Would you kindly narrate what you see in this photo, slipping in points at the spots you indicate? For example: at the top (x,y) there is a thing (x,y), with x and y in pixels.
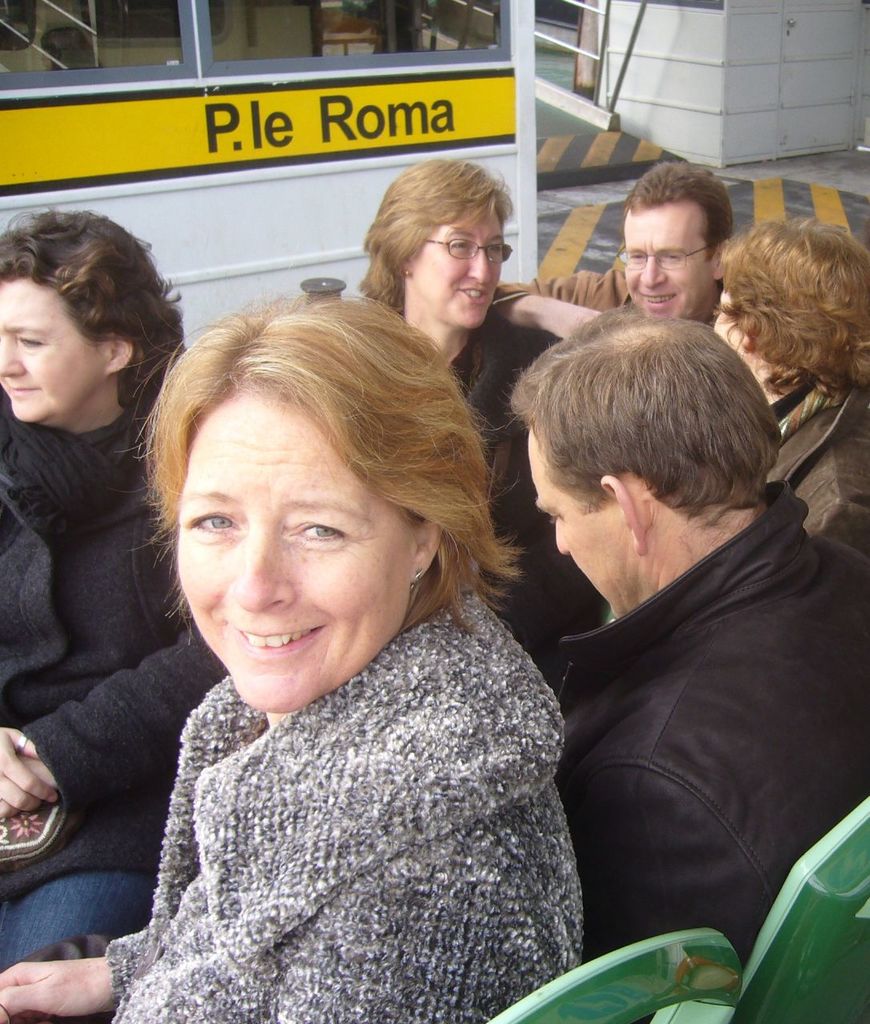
In this image, we can see persons (602,431) wearing clothes (229,697). There are cabins (508,134) at the top of the image (425,151). There are chairs (663,940) in the bottom right of the image (749,975).
